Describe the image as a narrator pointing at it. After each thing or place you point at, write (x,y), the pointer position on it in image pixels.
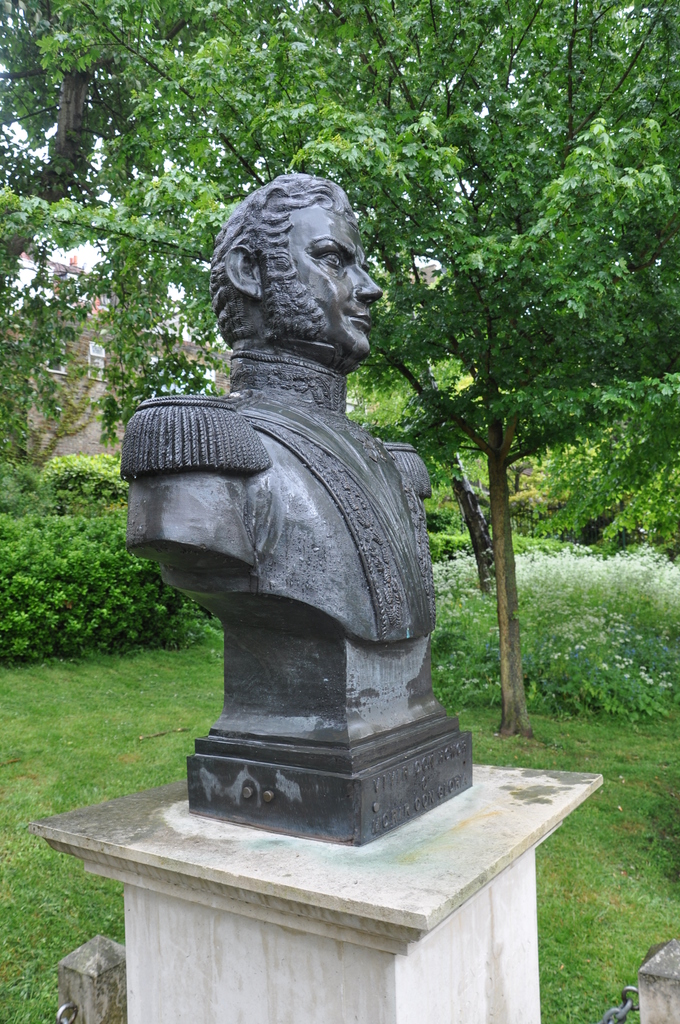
In this image, we can see a carved statue (378,577) with a base (331,676). There is grass (29,904) on the ground (29,904), we can see some plants (609,662) and trees (227,45).
